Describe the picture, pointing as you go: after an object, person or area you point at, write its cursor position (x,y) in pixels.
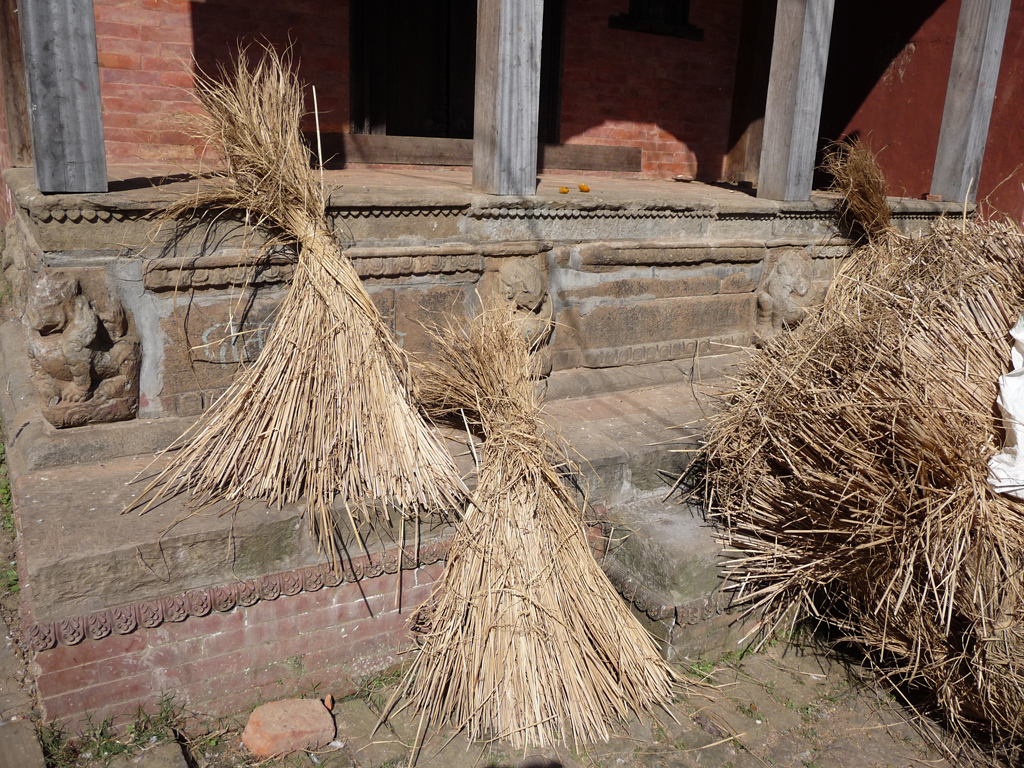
In this image we can see a building (507,199), there are doors (434,68), windows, pillars (500,153), grass (181,721) and a brick (303,740), we can also see some fodder (775,481) and the wall (726,315).
